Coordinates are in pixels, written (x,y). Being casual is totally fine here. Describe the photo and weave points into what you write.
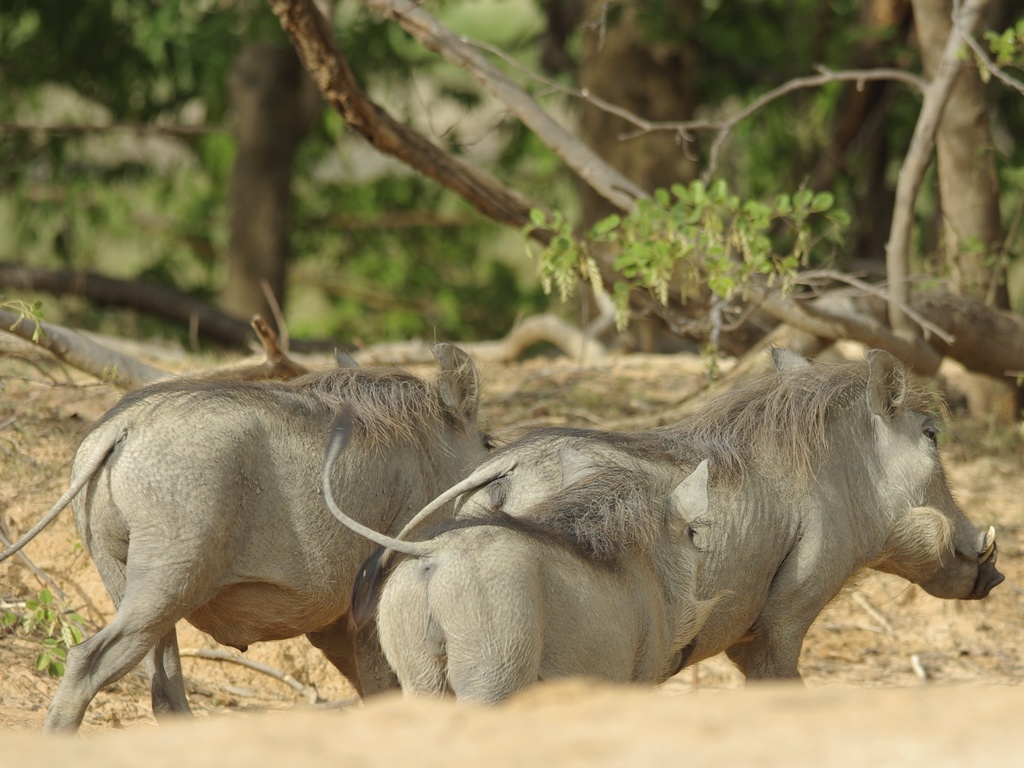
In this image I can see two animals (548,558). They are in grey and black color. Back I can see trees (339,200), sand (28,427) and few sticks (25,560).
